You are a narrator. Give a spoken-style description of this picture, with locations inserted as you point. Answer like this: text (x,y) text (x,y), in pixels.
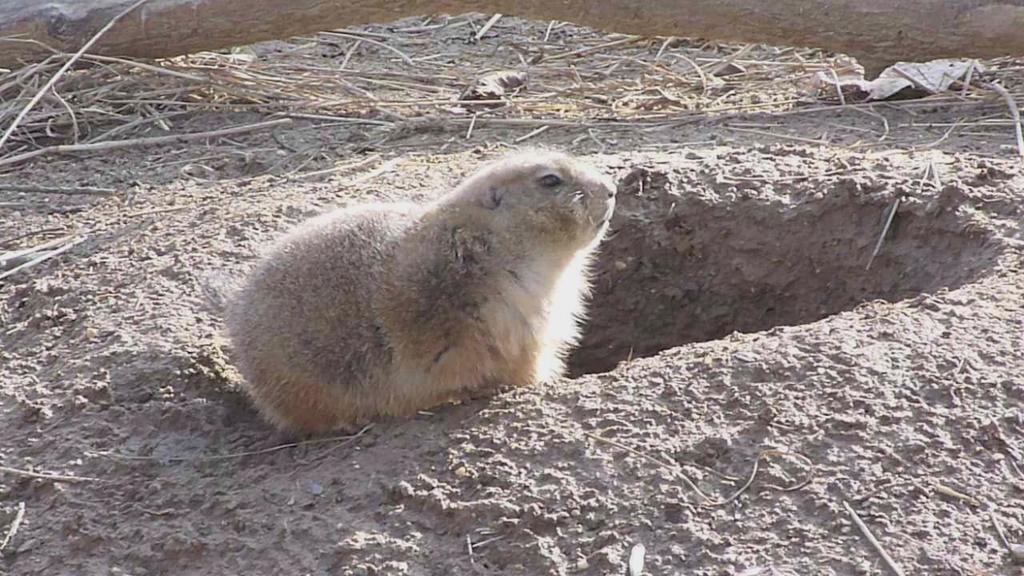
In this image I can see a cream colour animal (446,259) and number of sticks (252,101) on ground (488,113).
